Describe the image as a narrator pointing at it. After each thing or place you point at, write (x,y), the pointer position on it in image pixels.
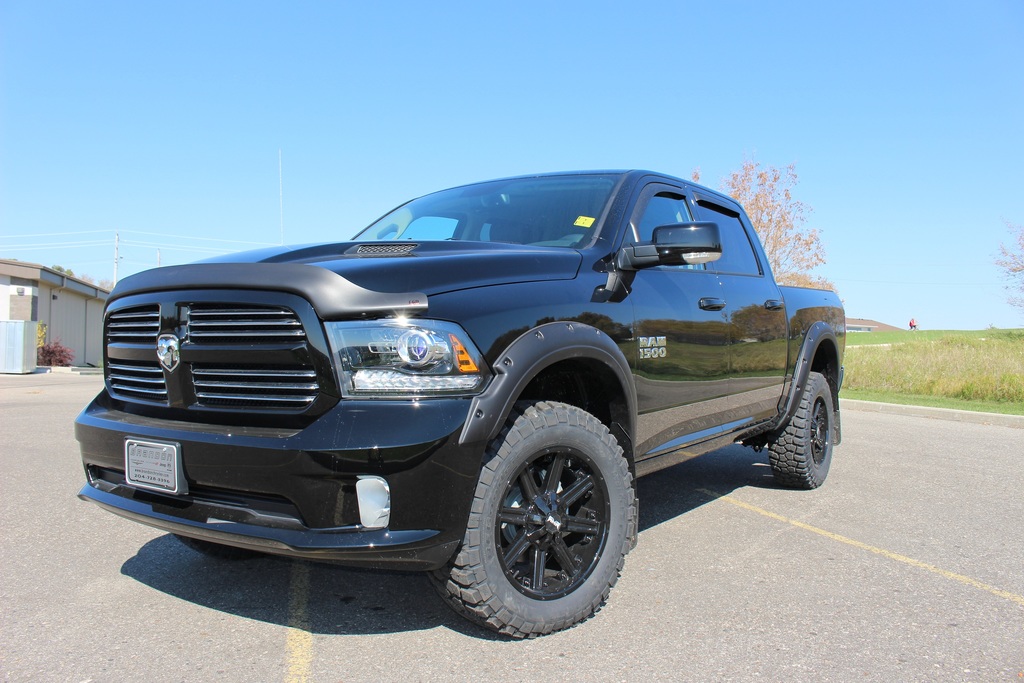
In this image we can see a vehicle (353,359). On the vehicle (676,359) we can see the reflection (710,369) of trees (719,321) and grass (737,349). On the right side (743,199), we can see trees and grass (859,339). On the left side (92,332), we can see a house (75,292), plants (55,349) and a pole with wires (140,247). At the top (466,130) we can see the sky (481,113).
